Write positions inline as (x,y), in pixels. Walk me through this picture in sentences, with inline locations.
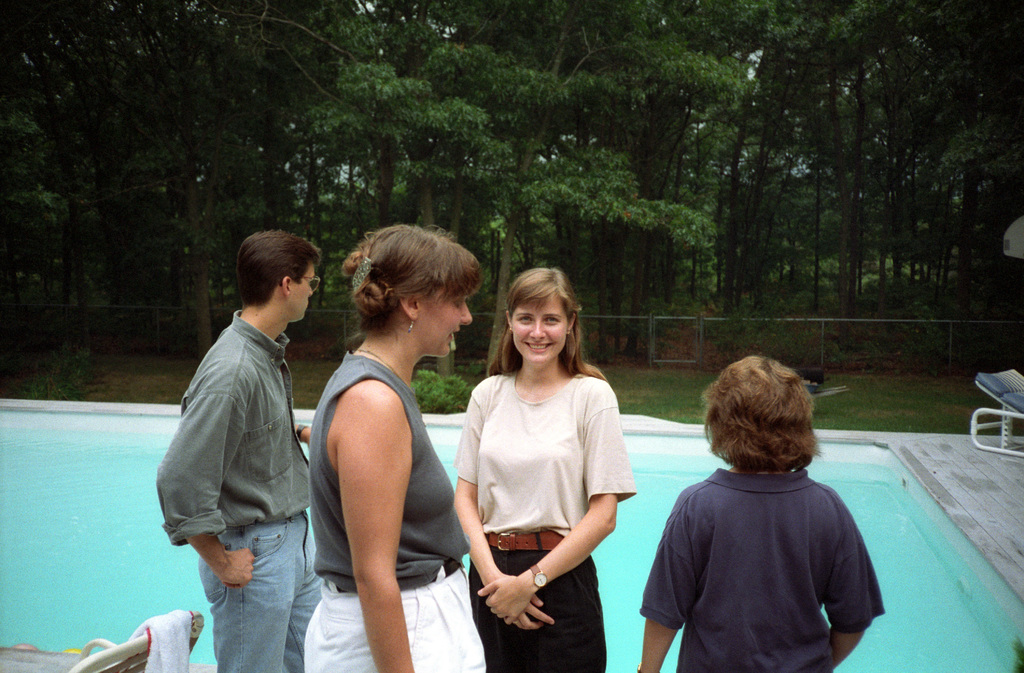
In this image in the foreground (387,510) there are some people (483,482) who are standing, and in the background (595,558) there is a swimming pool (64,579), chairs (1013,406), railing (967,335) and some trees (726,284). At the bottom (125,649) there is one chair (138,641), on the chair (138,641) there is one cloth (175,640).
